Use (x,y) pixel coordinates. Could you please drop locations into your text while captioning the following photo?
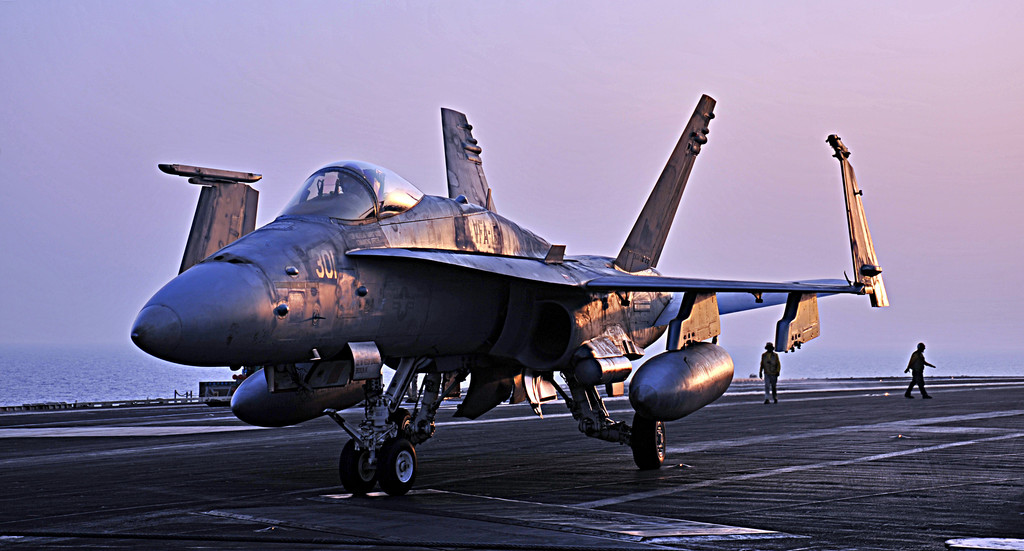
In this image I can see an aircraft (647,388), background (139,268) I can see two persons (771,385) walking and I can also see the water (36,365) and the sky (245,105) is in purple and pink color.
